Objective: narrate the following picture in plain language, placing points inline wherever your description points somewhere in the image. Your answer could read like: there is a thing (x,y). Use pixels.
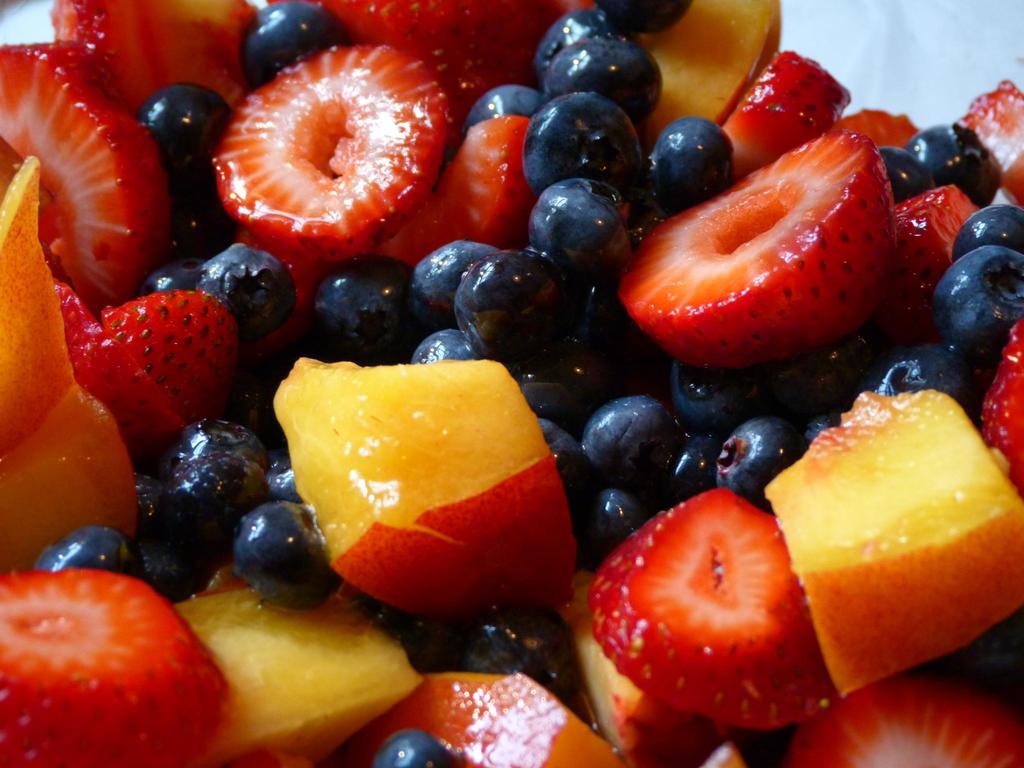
In the center of the image (435,314) we can see cut fruits (685,337).
